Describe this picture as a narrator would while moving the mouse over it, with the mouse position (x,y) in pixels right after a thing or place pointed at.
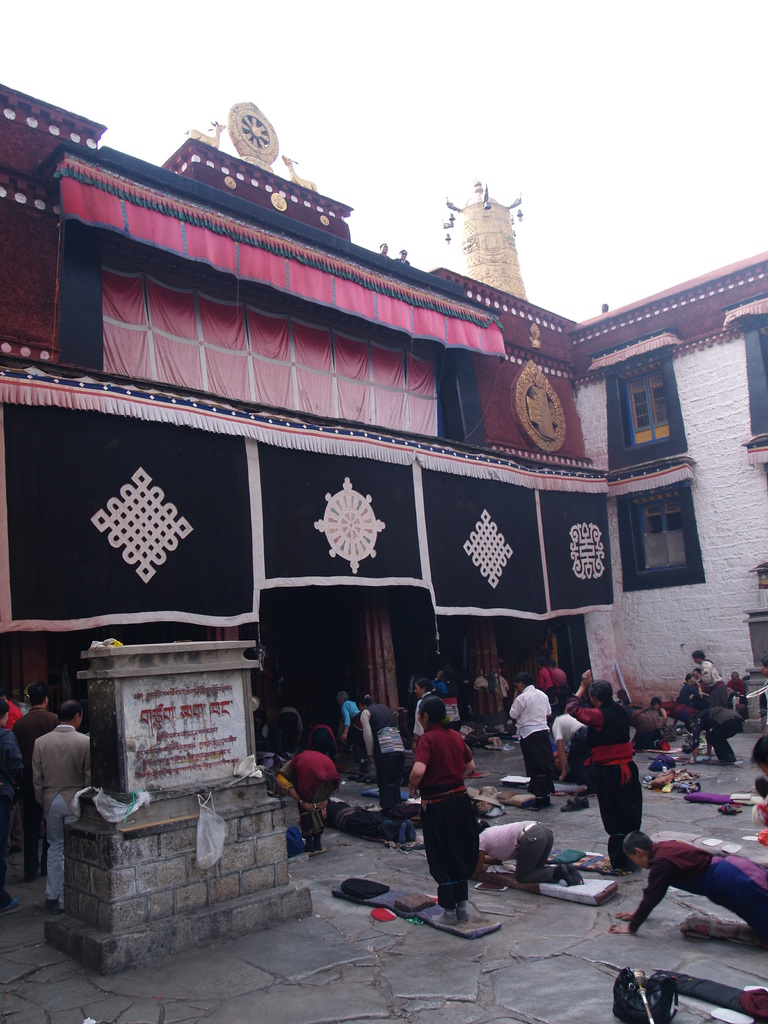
In the image there are many people (443,747) bowing and standing in front of the temple (137,299) and above its sky (266,3).
